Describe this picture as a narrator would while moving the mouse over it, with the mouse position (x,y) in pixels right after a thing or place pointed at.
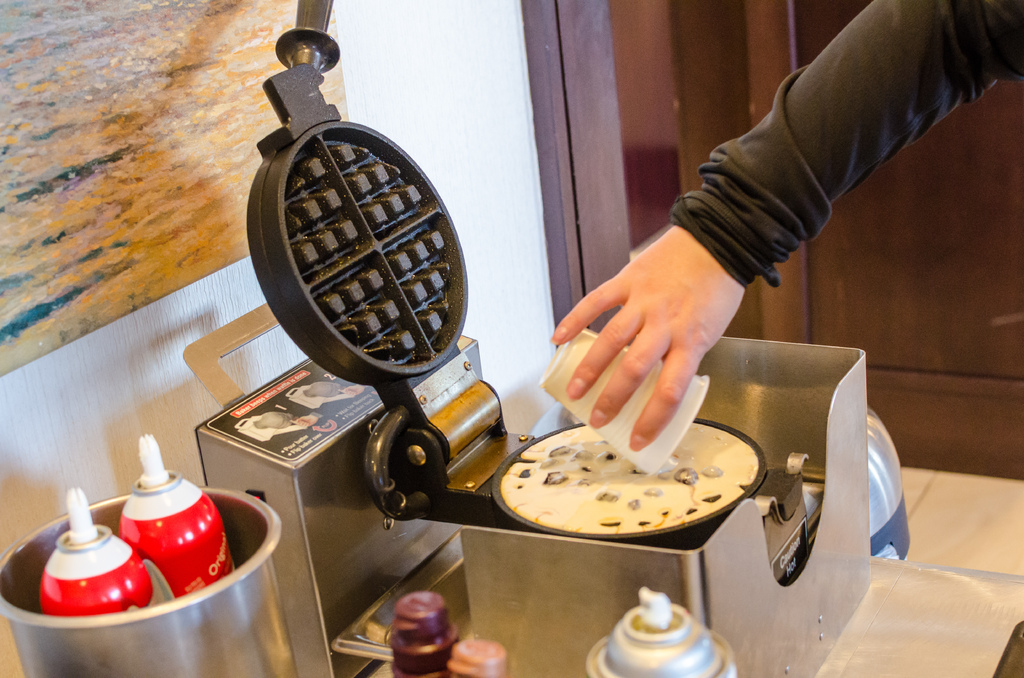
In this picture we can see a person (664,377) holding a cup (568,365) in his hand (651,426). There is a machine (380,574) and bottles (647,626). We can see a few bottles (189,521) in the dish (50,636). There is a frame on the wall (188,435).
